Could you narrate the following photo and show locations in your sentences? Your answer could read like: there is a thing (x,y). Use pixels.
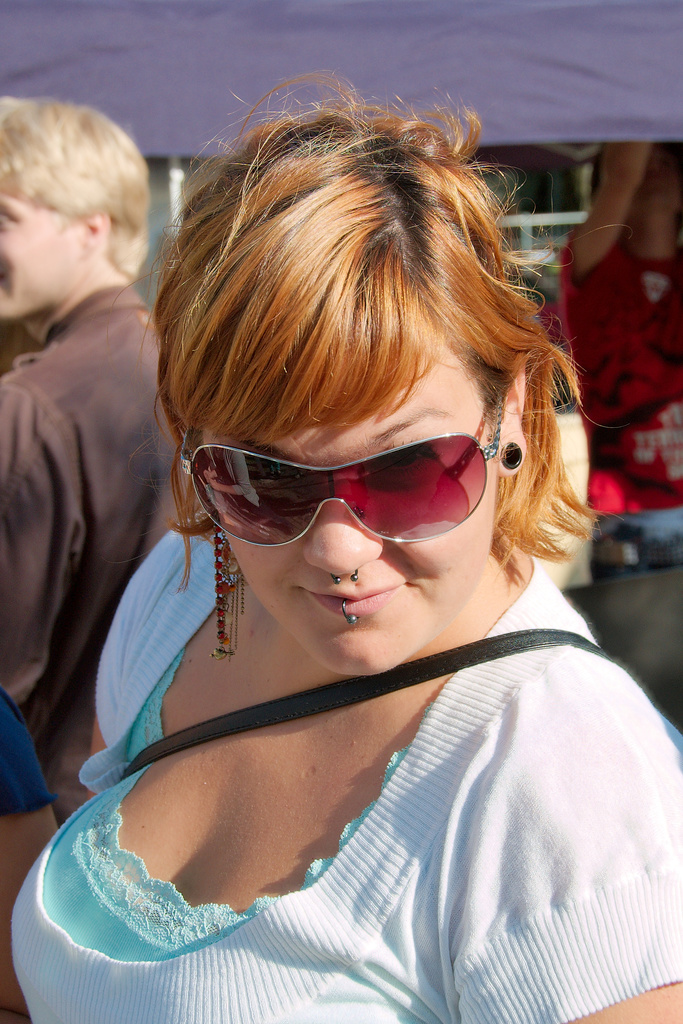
This image consists of some persons (259,383). In the front (292,545) there is a person (290,666), she is a woman (326,795). She is wearing goggles (281,473). She is wearing a white top (202,988).
